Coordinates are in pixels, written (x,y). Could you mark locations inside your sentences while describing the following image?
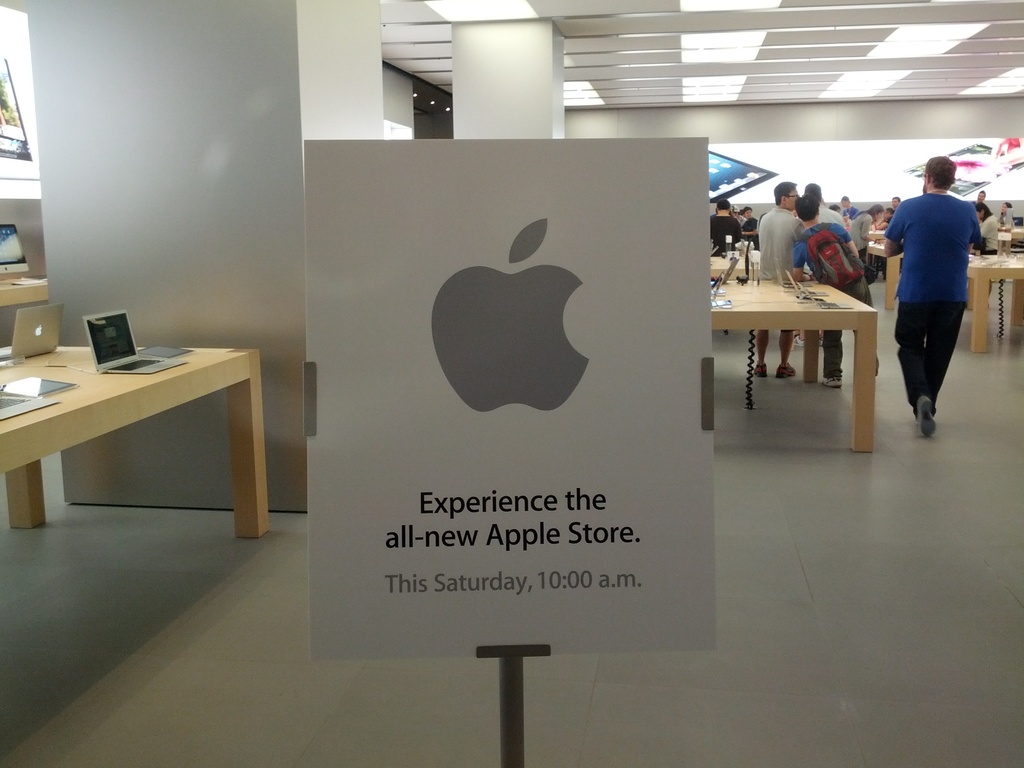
In this image I can see number of people (920,211) are standing, I can also see few tables (828,296) and laptops (48,320) on it. Here I can see a board (662,258).
